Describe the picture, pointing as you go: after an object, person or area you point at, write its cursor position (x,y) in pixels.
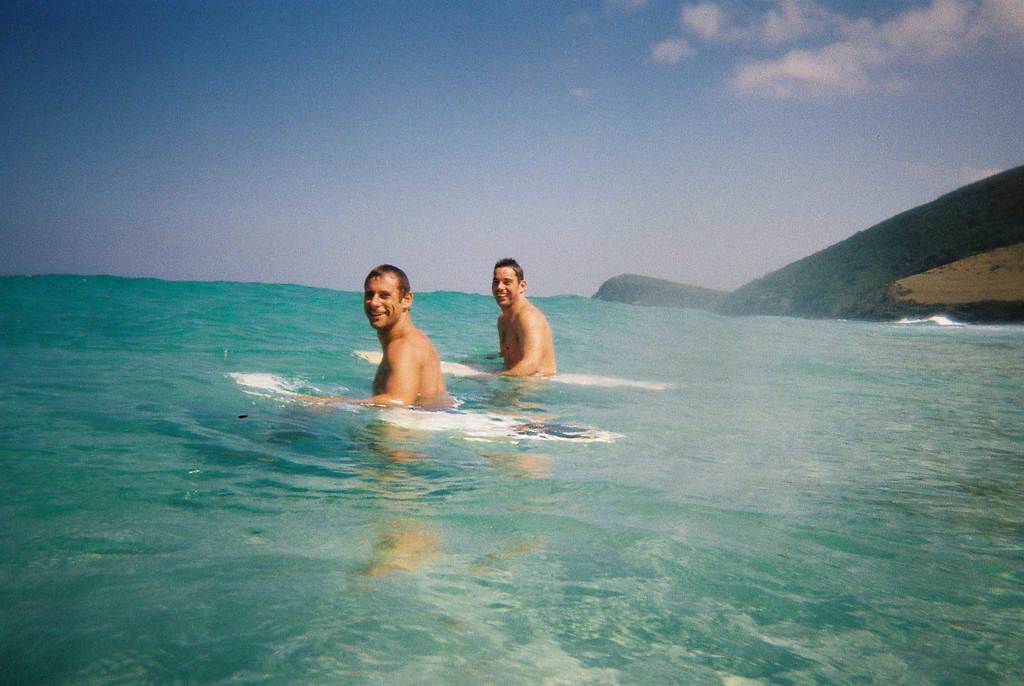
In the center of the image (381,317) we can see two persons (417,396) are present in the water (360,417). On the right side of the image (804,305) we can see the rocks (679,294). At the top of the image (70,52) we can see the clouds (909,45) are present in the sky (401,109).
